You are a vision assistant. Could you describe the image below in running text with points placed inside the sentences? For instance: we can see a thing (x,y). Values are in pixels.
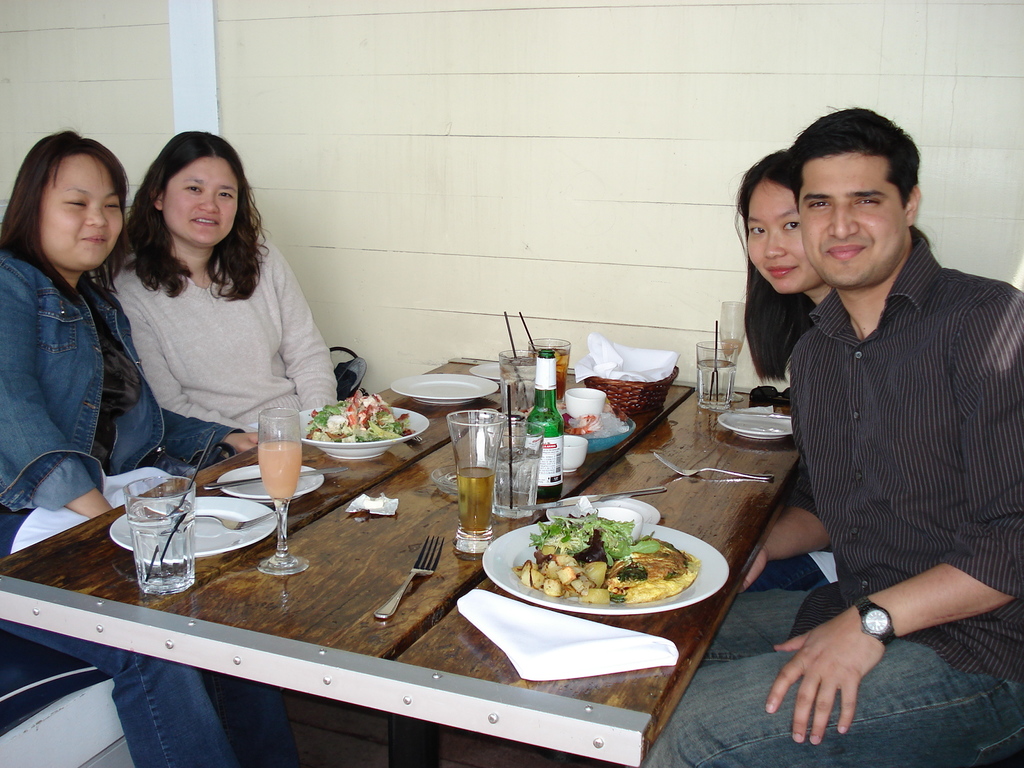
This Picture describe about a three woman (783,265) and a man (924,440) sitting and smiling giving the pose in the camera, Middle we can see a wooden table (413,640) on which food (527,568) is placed in the plates (255,472) with a green color wine bottle (552,491) and glass (514,497), Forks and Juice glass (299,475). Behind we can see the wall (537,156).
